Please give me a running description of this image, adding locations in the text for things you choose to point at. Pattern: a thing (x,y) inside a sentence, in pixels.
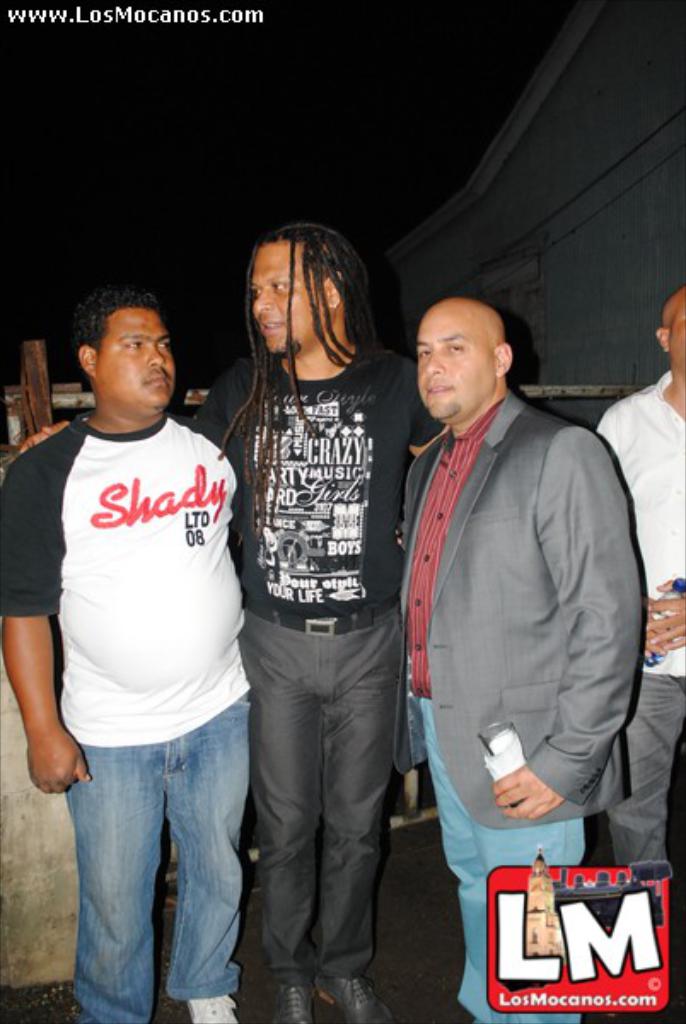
In this image we can see a few people (375,636) standing, among them some are holding the objects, on the right of the image (548,128) we can see the wall (656,115), there is some text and poles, also we can see the background (257,90) is dark.
